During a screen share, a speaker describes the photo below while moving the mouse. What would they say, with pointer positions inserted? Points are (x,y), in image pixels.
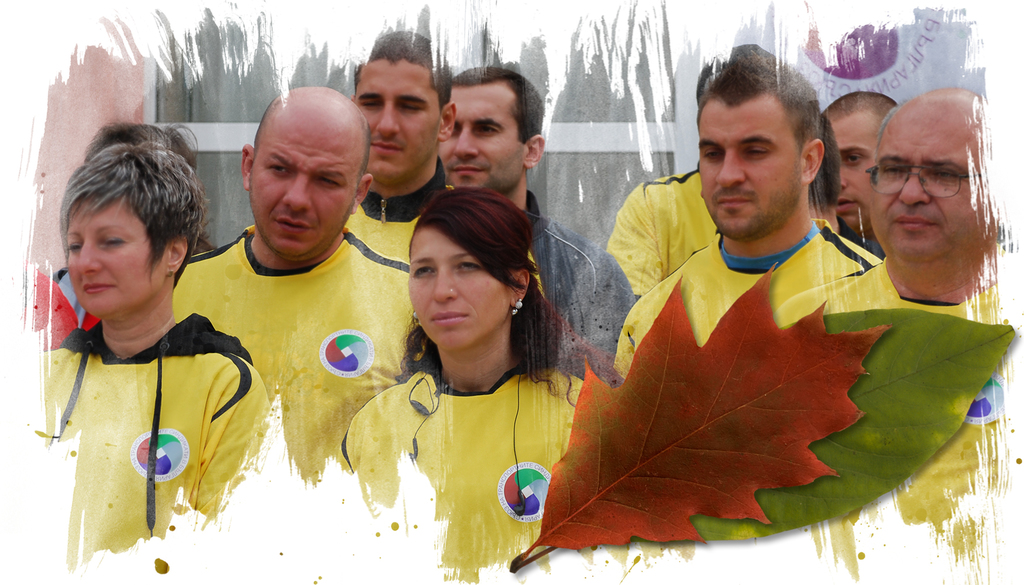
This is an edited image. In this image there are a few people (528,334) standing, in the foreground of the image (677,322) there are two leafs (792,394). In the background (646,118) there is a building (673,159).
